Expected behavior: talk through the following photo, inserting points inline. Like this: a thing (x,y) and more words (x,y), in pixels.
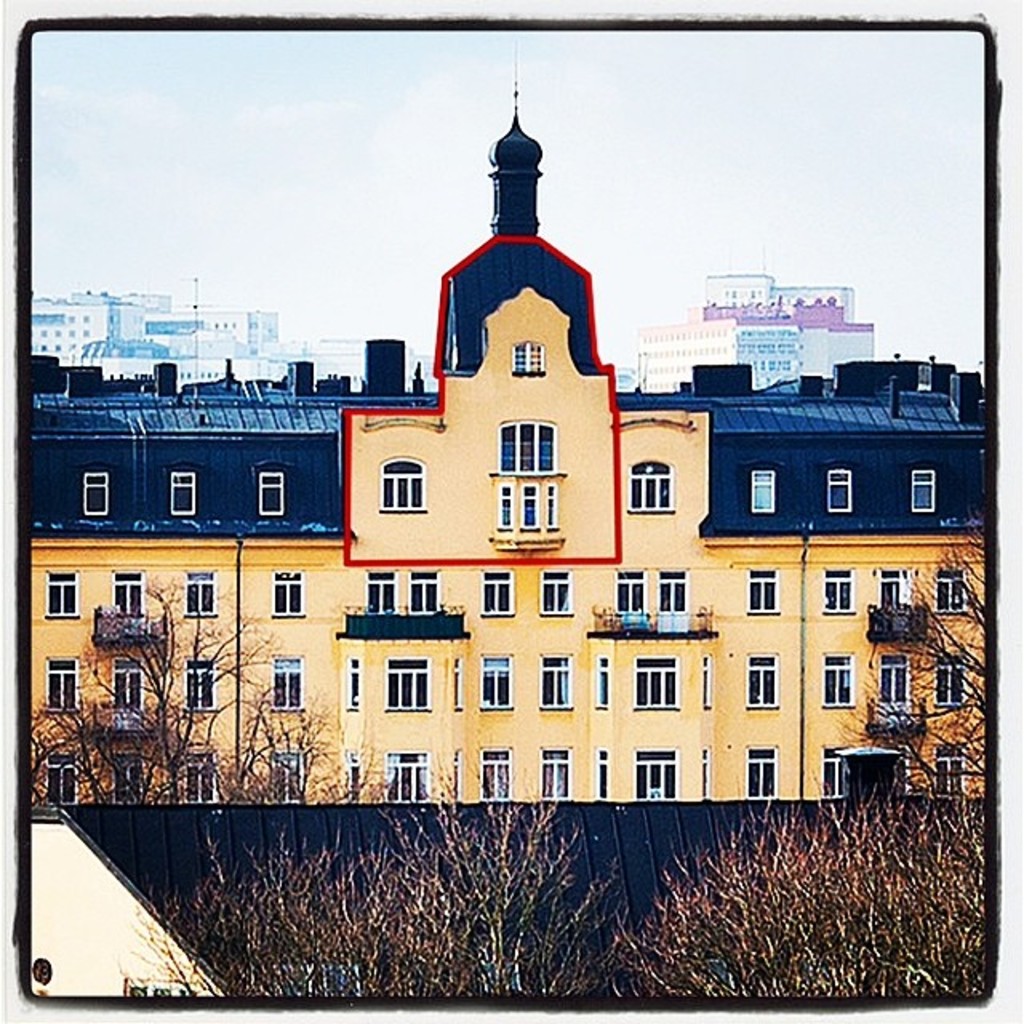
As we can see in the image there are buildings (530,601), windows (550,680) and trees (731,930). At the top (467,181) there is sky (467,181).
